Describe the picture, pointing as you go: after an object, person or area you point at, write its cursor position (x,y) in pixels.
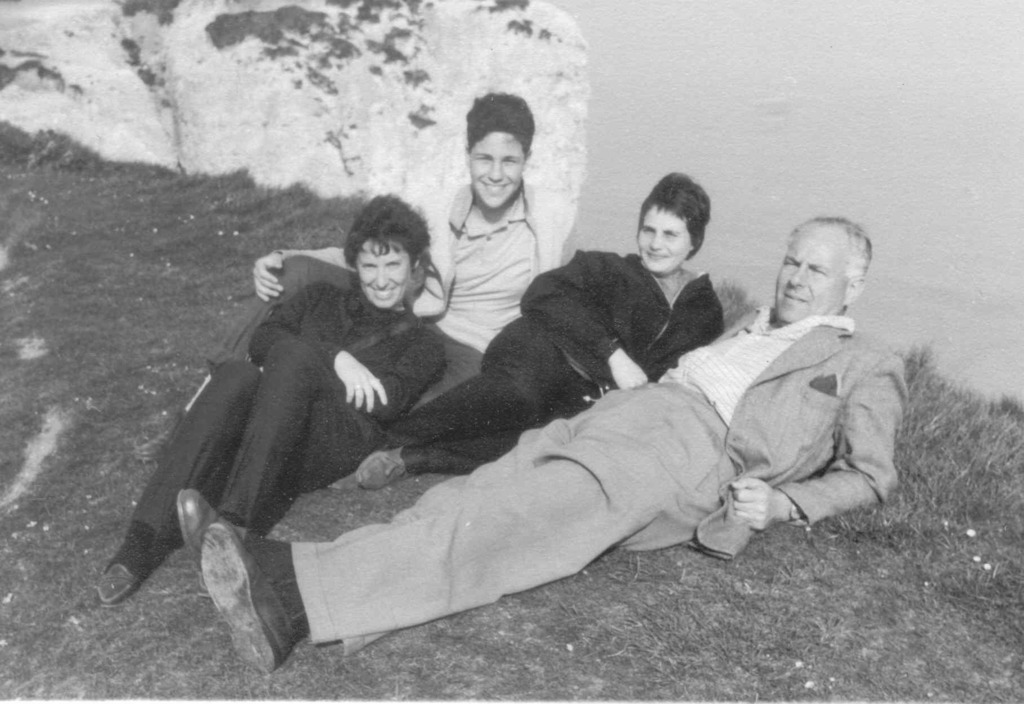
This is a black and white image, in this image there are people (471,264) laying on a grassland (909,362), in the background (387,62) there is a wall (533,176).
